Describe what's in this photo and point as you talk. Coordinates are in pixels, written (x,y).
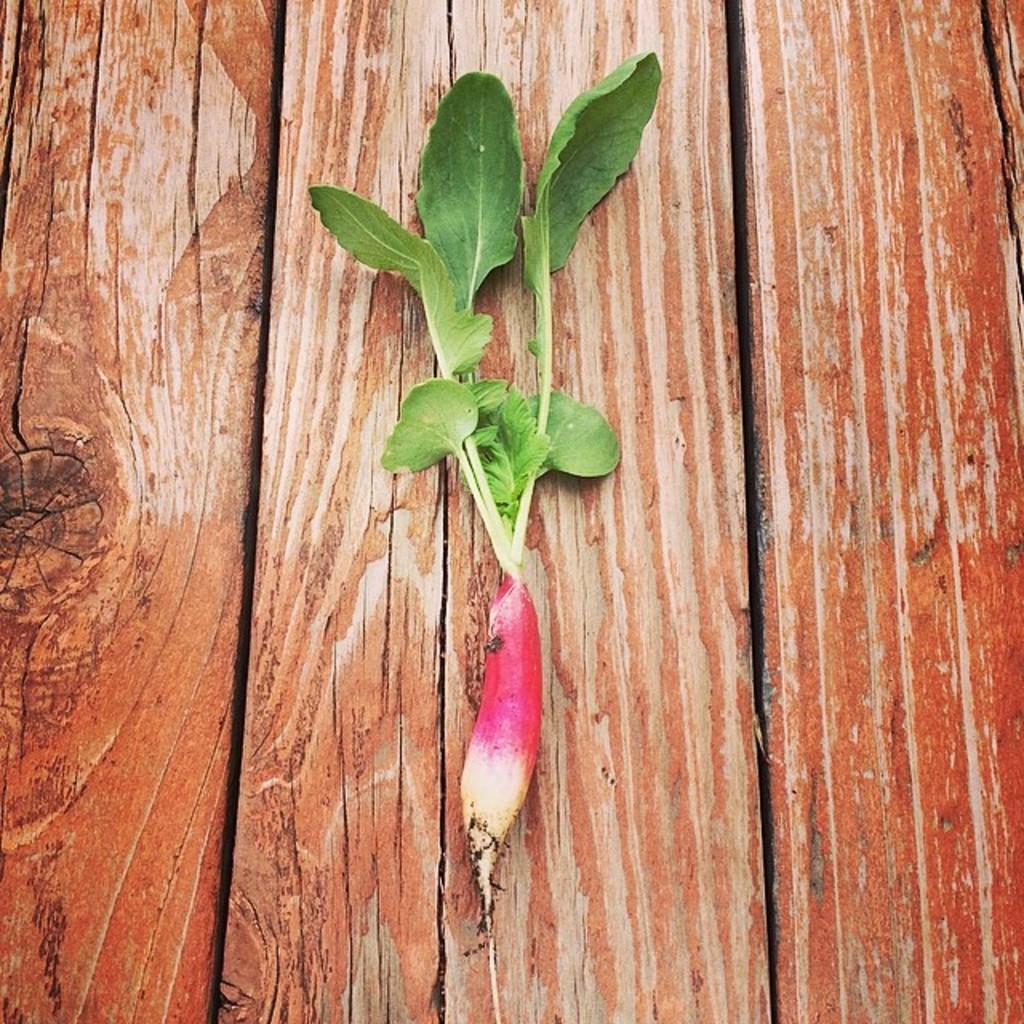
Here I can see a plant (466,308) is placed on a table (719,575). At the bottom of this plant (511,683) I can see a vegetable (509,652). I can see the leaves (484,185) in green color.
